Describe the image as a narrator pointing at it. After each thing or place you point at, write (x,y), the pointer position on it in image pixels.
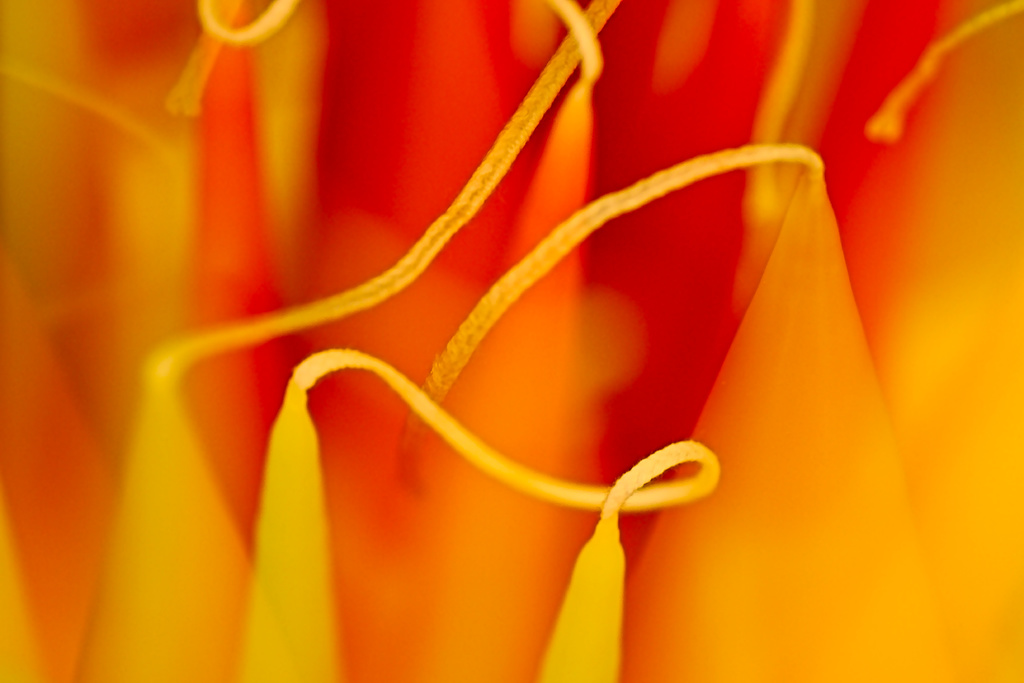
In this image we can see the close view of candles (492,595) which are in yellow and orange color. Here we can see the wicks (319,304).
